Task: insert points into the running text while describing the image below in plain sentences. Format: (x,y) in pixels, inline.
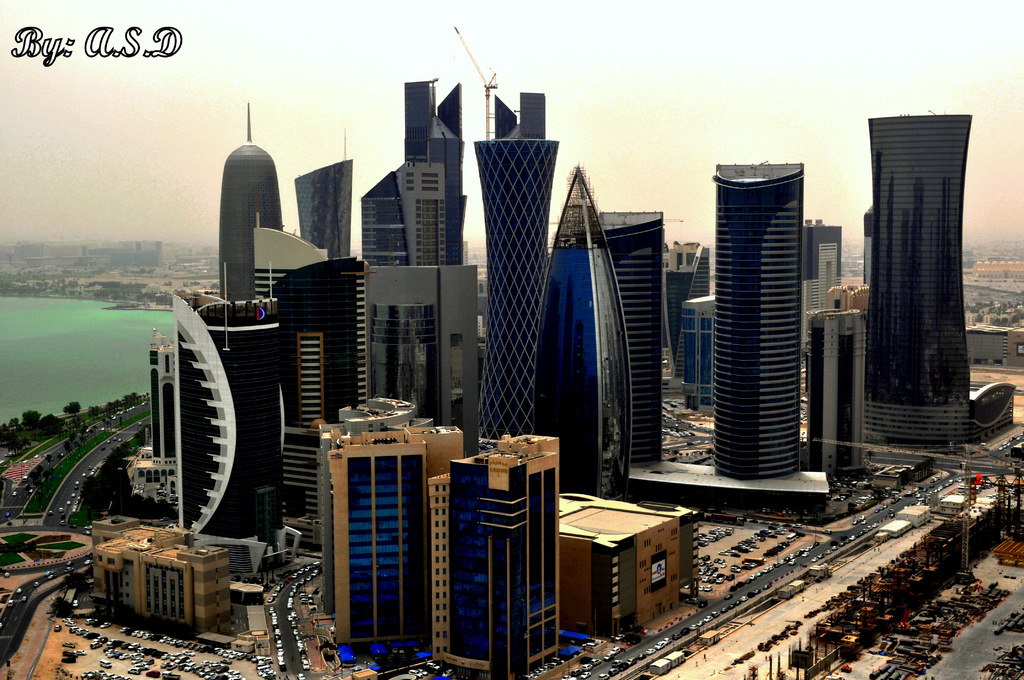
In this image I can see fleets of vehicles (653,651) on the road (762,583), fence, light poles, buildings (467,559), grass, towers (219,490), water (94,387) and trees (50,288). At the top (342,146) I can see the sky (641,79). This image is taken may be from the top view during a day.
